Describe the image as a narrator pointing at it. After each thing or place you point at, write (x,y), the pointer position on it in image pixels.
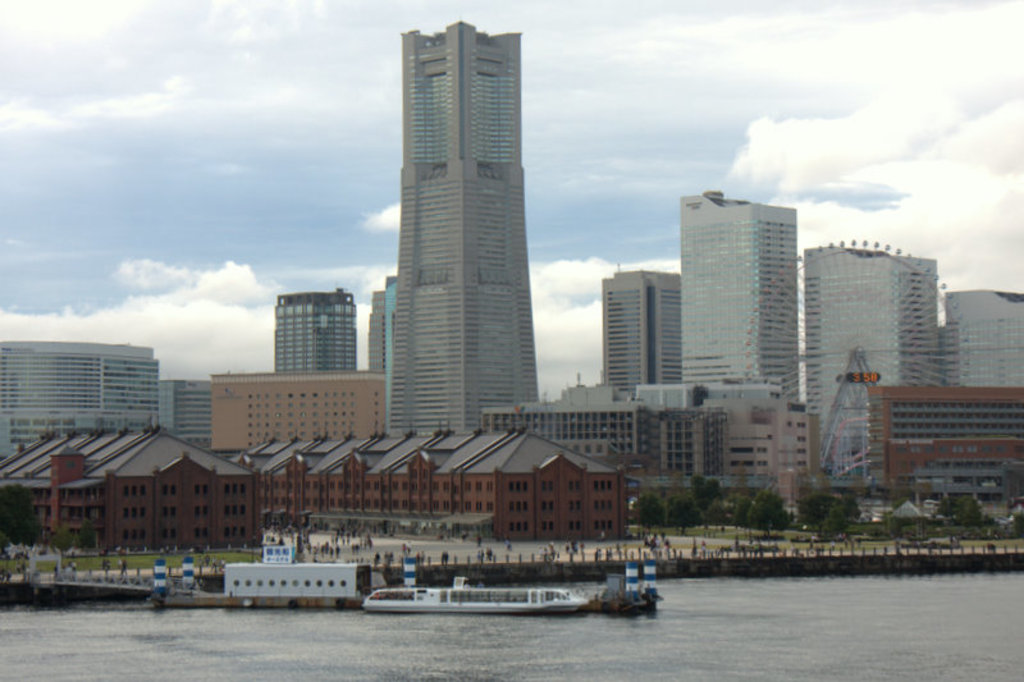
In this image I can see few buildings (971,318), windows (410,89), trees (648,516), water (377,616), few people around and the water (205,654). The sky (585,166) is in blue and white color.
